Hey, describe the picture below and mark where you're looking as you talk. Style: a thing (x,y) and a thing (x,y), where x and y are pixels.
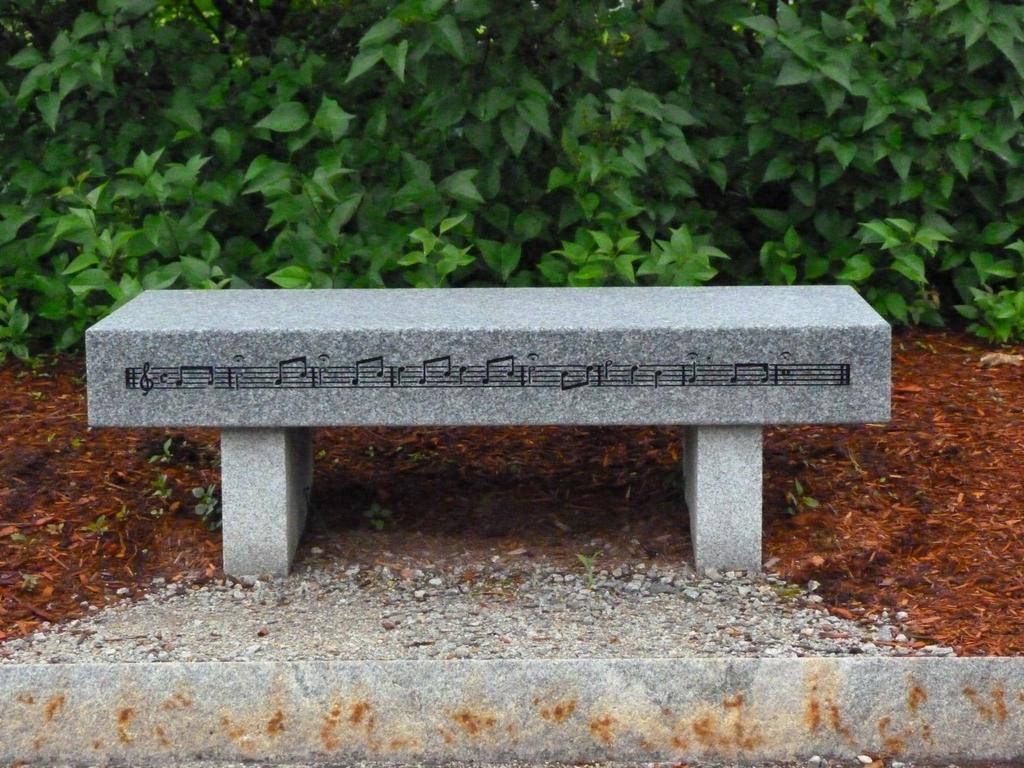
In this picture there is a bench (447,356) and there are music symbols (363,380) on the bench (588,404). At the back (1004,30) there are trees (905,110). At the bottom (562,528) there is mud (562,528) and there are plants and there are stones (411,575).
